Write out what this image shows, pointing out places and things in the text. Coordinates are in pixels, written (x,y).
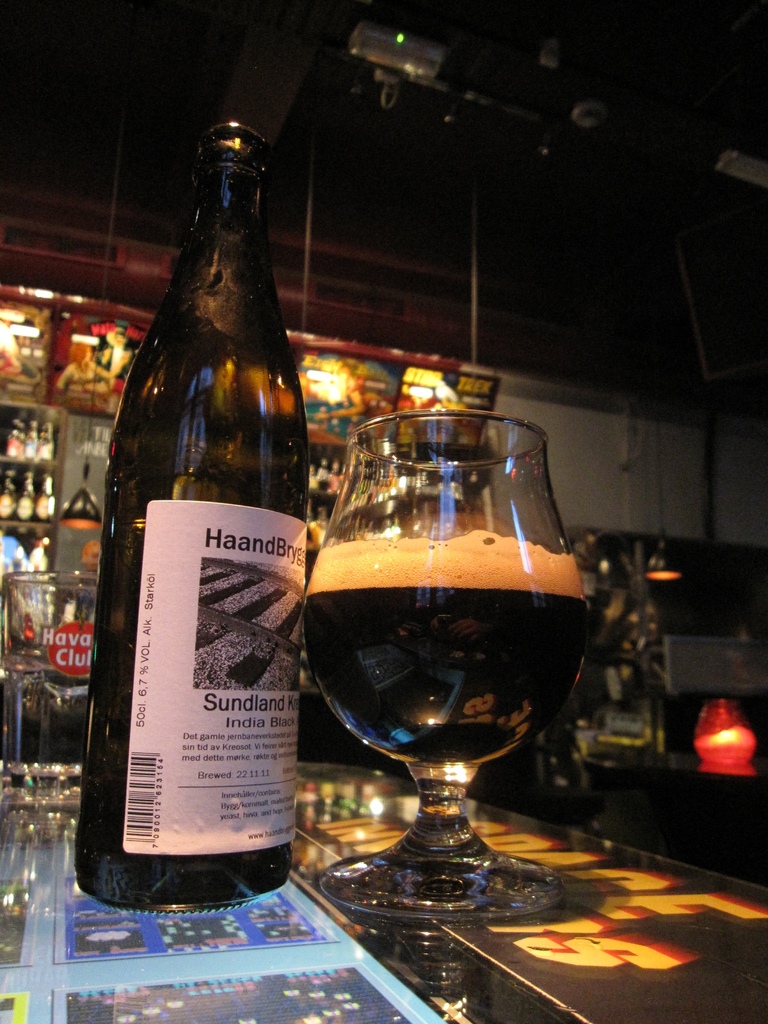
In the middle (477,622) there is a table (440,944) on that table (576,920) there is a glass (457,617) with drink (453,632) inside it and bottle (183,679). In the background (38,454) there are many bottles (38,454) and light (699,722).
